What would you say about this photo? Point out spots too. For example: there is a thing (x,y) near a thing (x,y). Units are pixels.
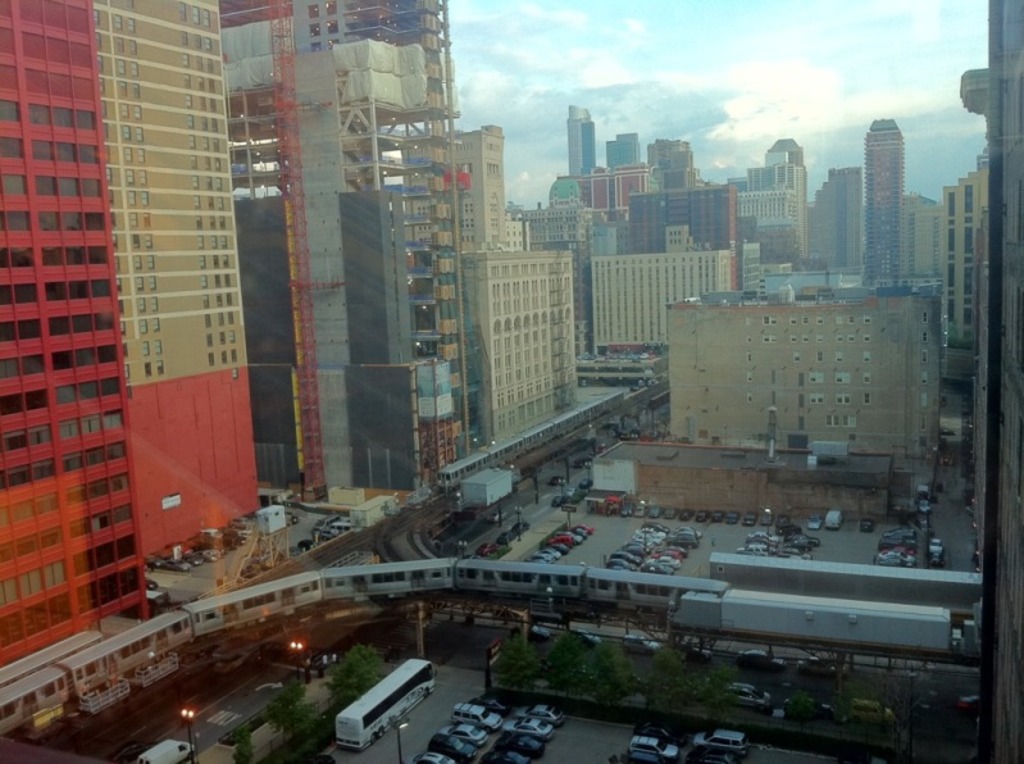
At the bottom of the image (465,714) there are vehicles (642,738) parked, beside this vehicle's (552,718) there are few plants (596,700). On the road (381,648) there are so many vehicles (806,664) are passing, above the road (788,679) there is a train (564,585) on the track (609,604), beside this train (425,573) there is another train (557,421) is on the track (653,383). In the background (448,291) there are buildings (746,211) and sky (694,145).
